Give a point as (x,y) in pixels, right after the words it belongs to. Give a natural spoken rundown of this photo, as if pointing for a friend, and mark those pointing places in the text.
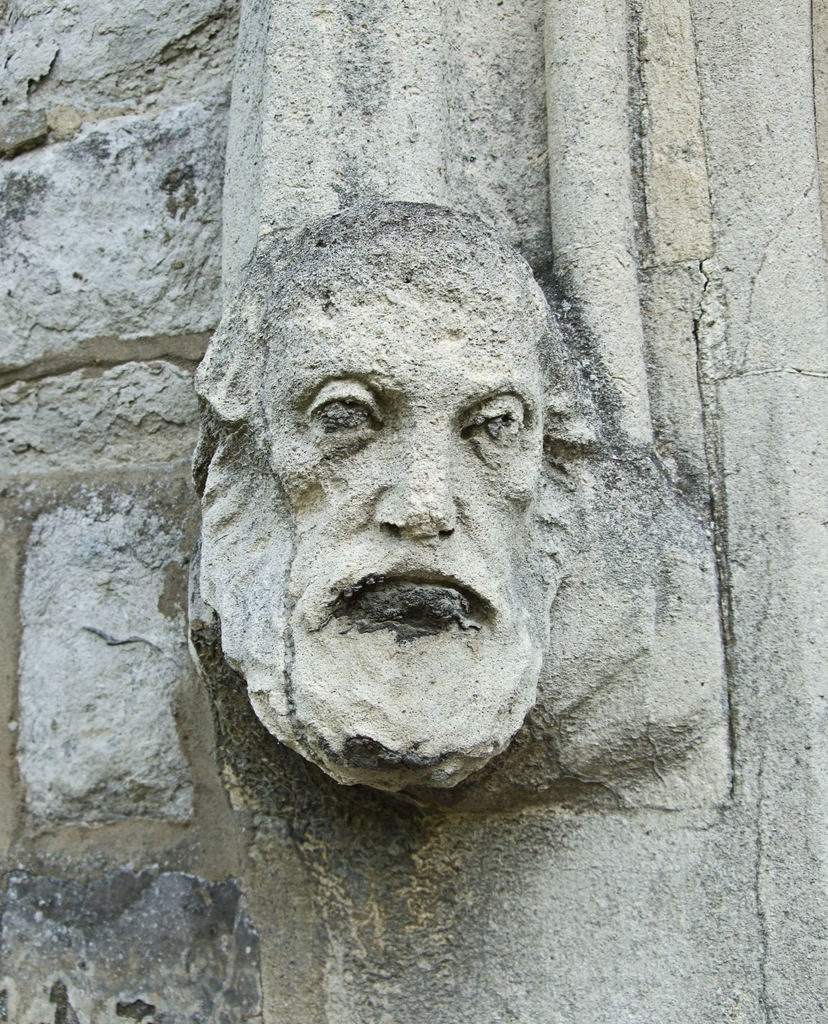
We can see stone carving (303,266) of a human face (438,248) on a wall (320,117).
